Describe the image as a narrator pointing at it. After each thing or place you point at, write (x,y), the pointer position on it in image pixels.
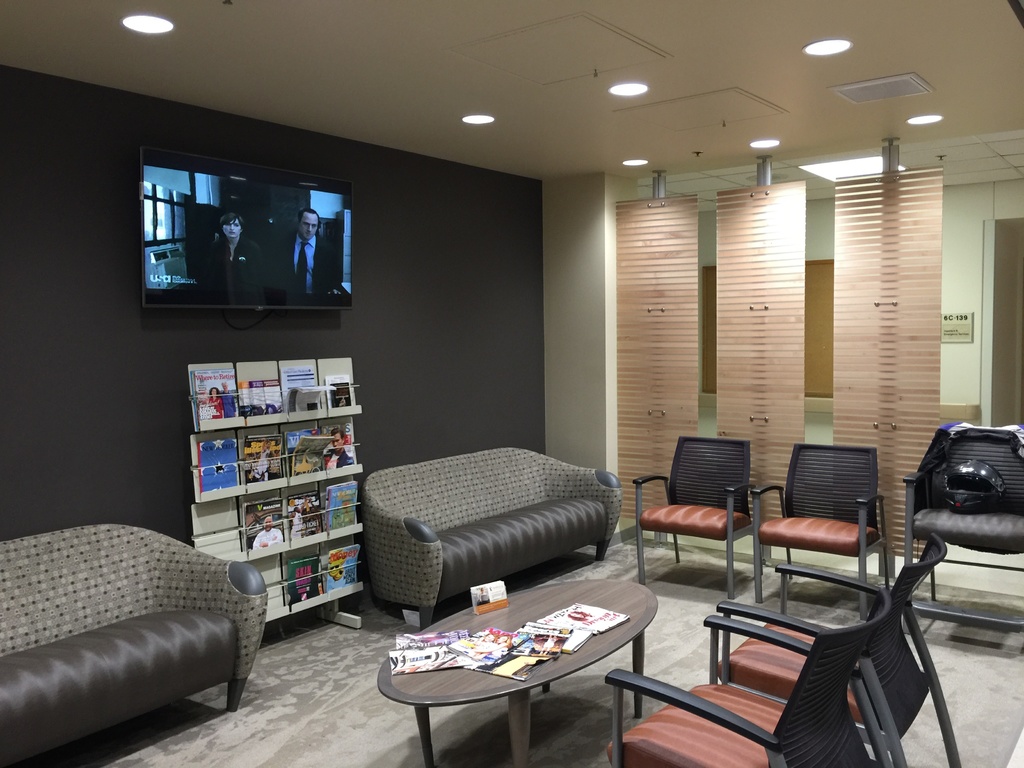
It is a waiting room (483,680), there are sofas (577,475), chairs (841,647) in between there is a table (631,625) and there are few magazines (540,636) on the table (597,601), there is a books rack (245,427) and there are many magazines (298,445) in this rack (312,418), there is a television (217,304) stick to the wall (256,315), behind the television (336,293) there is a cement color wall (83,173), there are lot of lights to the ceiling (742,106).
